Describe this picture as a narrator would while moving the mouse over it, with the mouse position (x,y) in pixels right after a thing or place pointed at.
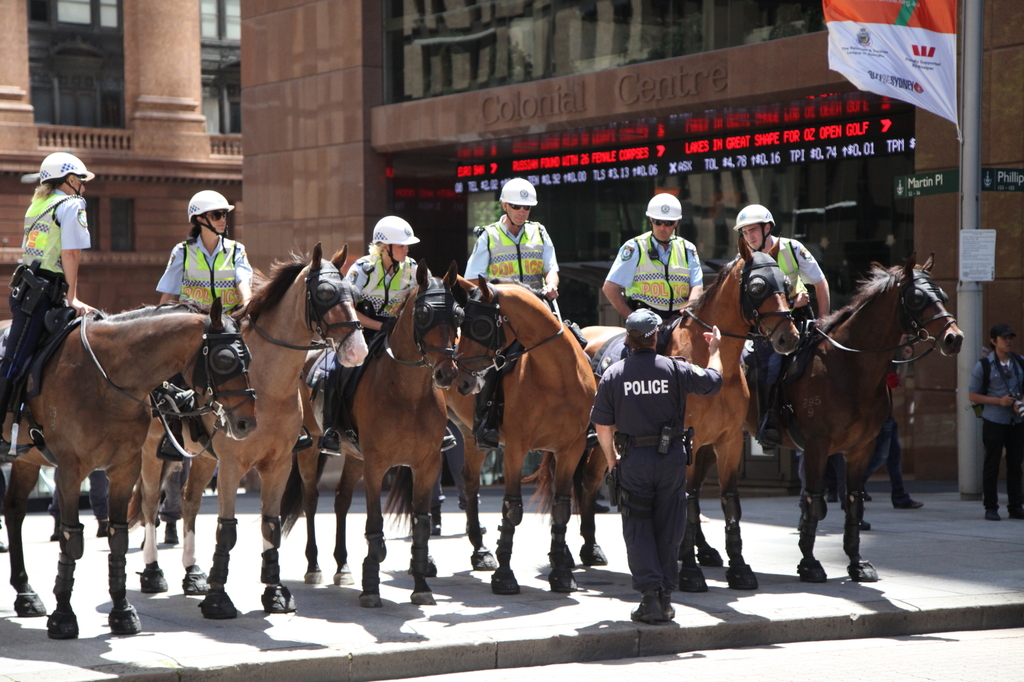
In this image we can see a group of horses (538,419) on the ground (891,510), they are in brown color, there are persons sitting on it, they are wearing a jacket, there is a building (803,45), there is a glass door (566,242), there is a pole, there is a flag (911,45), there are persons (1005,333) standing on the ground (219,643).
